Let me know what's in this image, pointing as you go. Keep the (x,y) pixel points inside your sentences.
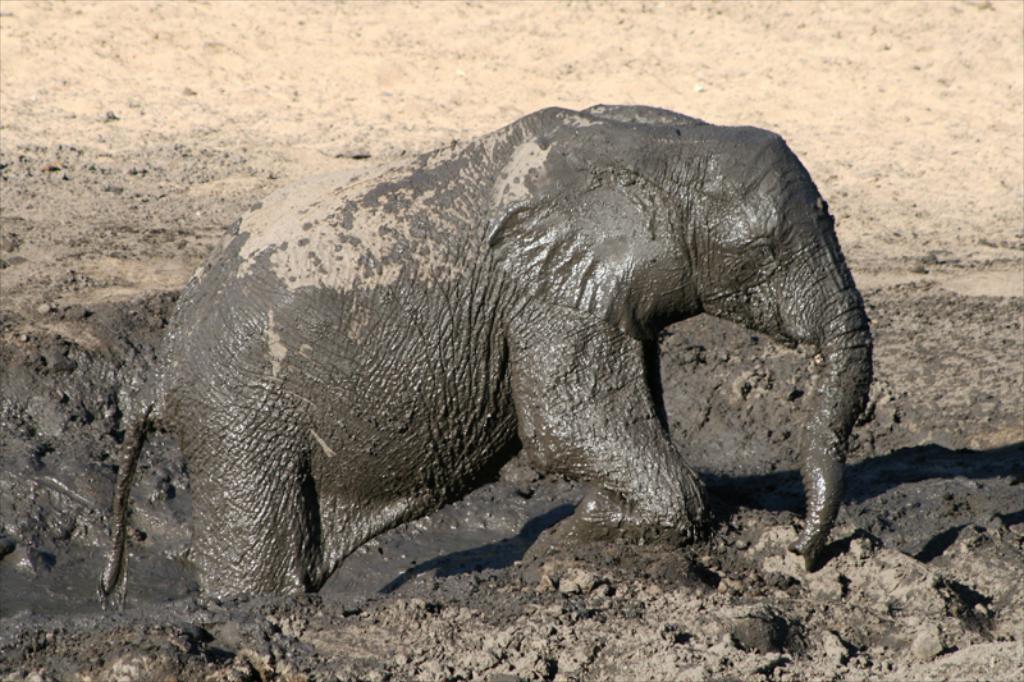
In this picture, it seems like an elephant (621,400) coming out of the mud (676,434) in the foreground (384,294).
